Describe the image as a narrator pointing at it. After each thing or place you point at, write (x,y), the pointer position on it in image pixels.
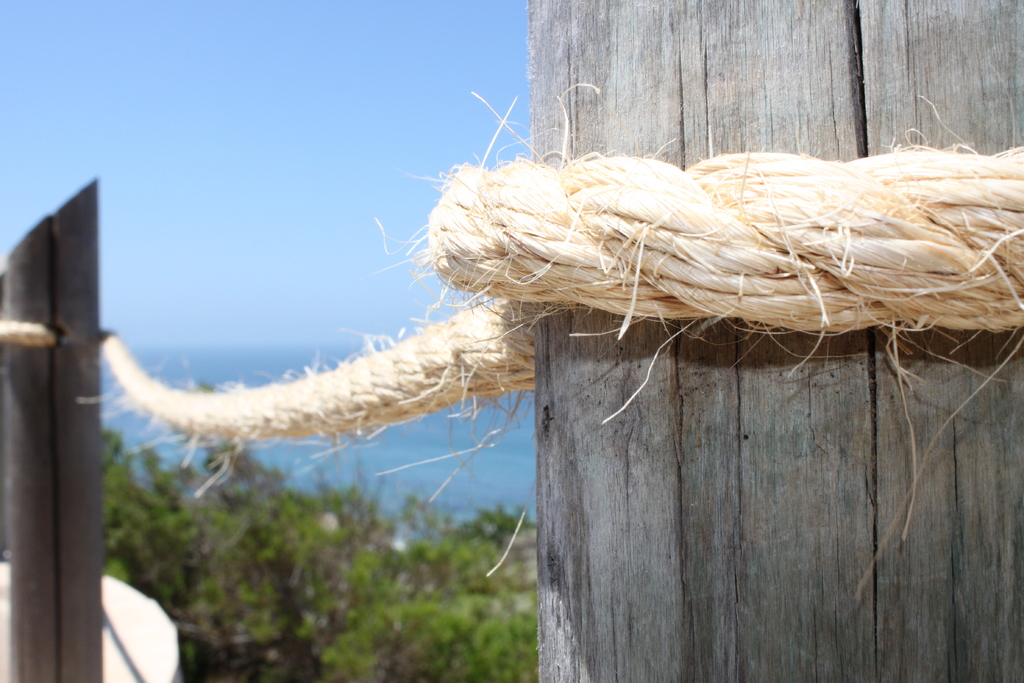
In this image we can see wooden poles (856,631) tied with a rope (232,411) like a barrier (554,663). In the background (308,505) we can see trees (200,597) and sky (238,215).
